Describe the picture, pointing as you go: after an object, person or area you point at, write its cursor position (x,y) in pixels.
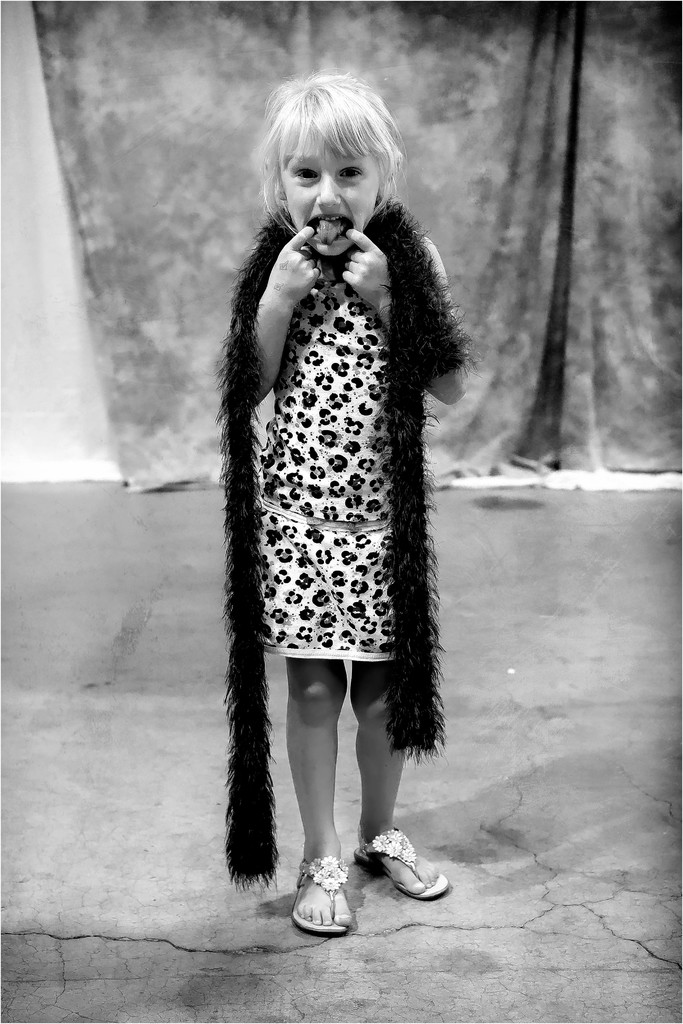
This is a black and white image in this image in the center (294,483) there is one girl (306,572) standing, and in the background (434,205) there is a curtain (107,178) at the bottom (114,795) there is floor (544,823).
